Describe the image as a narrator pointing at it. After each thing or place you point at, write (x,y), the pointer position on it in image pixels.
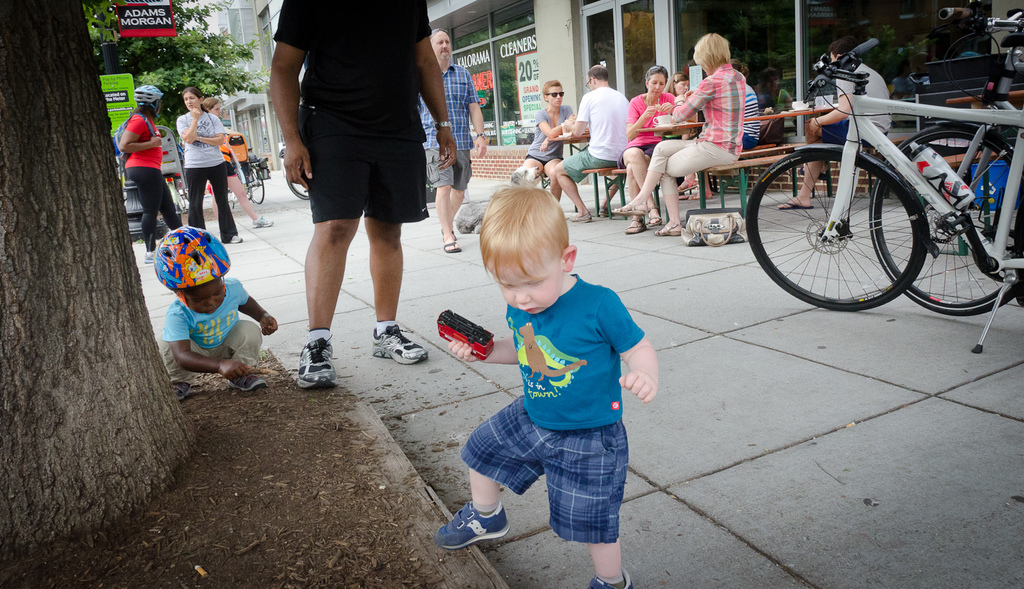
In this image we can see some buildings (837,28), some people (683,160) are sitting, some benches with tables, some objects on the table (667,130), some people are standing, some trees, some people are walking, one bag (727,231) on the floor (423,241), some people (489,429) holding some objects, some bicycles (262,175), one dustbin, two children (217,325) playing near the tree (148,454), one black pole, some banners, some text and one poster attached to the building glass (513,66).
